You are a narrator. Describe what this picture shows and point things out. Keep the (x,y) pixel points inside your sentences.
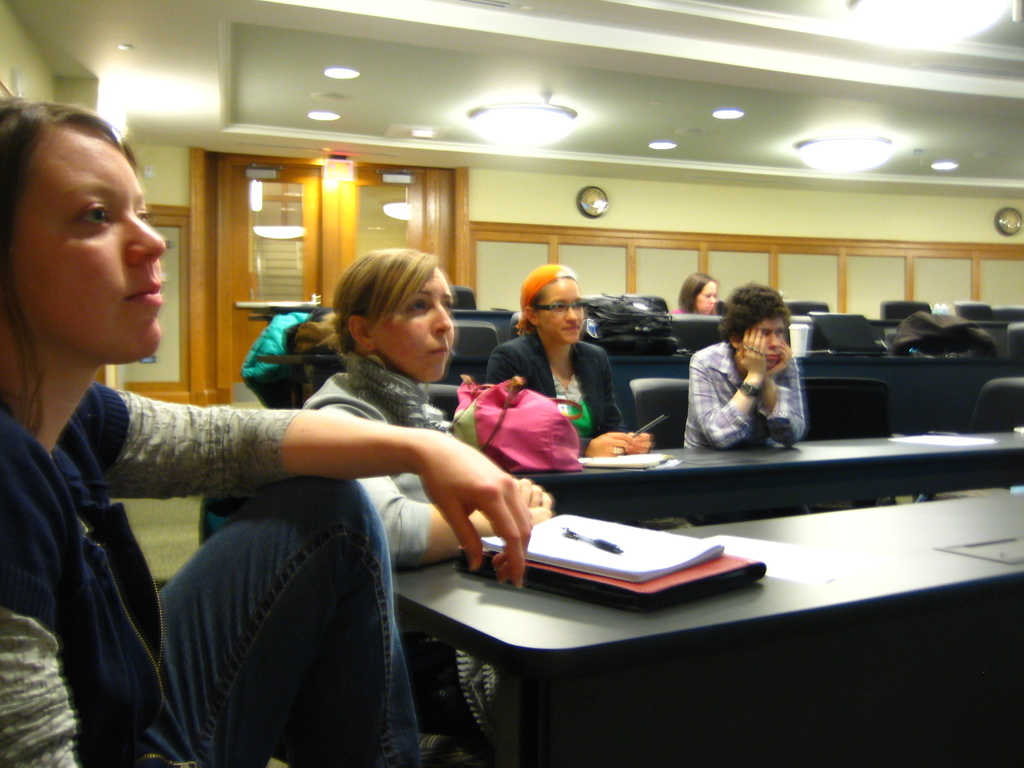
In this image i can see few people (348,412) sitting on chairs (648,422) in front of the desks (691,616). On the desks (752,595) i can see few books (648,566) and pens (607,544). In the background (672,235) i can see a wall (687,206), the ceiling (742,145), a clock (593,198) and a door (316,210).
